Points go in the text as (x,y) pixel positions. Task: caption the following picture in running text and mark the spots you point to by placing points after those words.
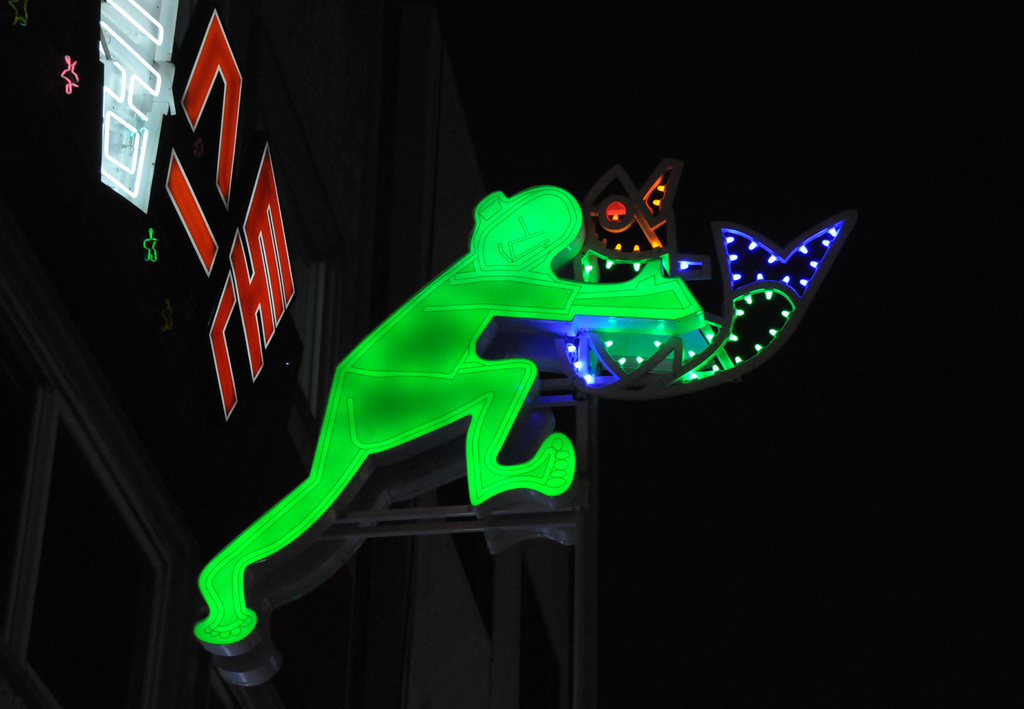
In this image there is a building (354,337). At front of the building (353,110) there is a person (227,593) holding the object (681,270).
